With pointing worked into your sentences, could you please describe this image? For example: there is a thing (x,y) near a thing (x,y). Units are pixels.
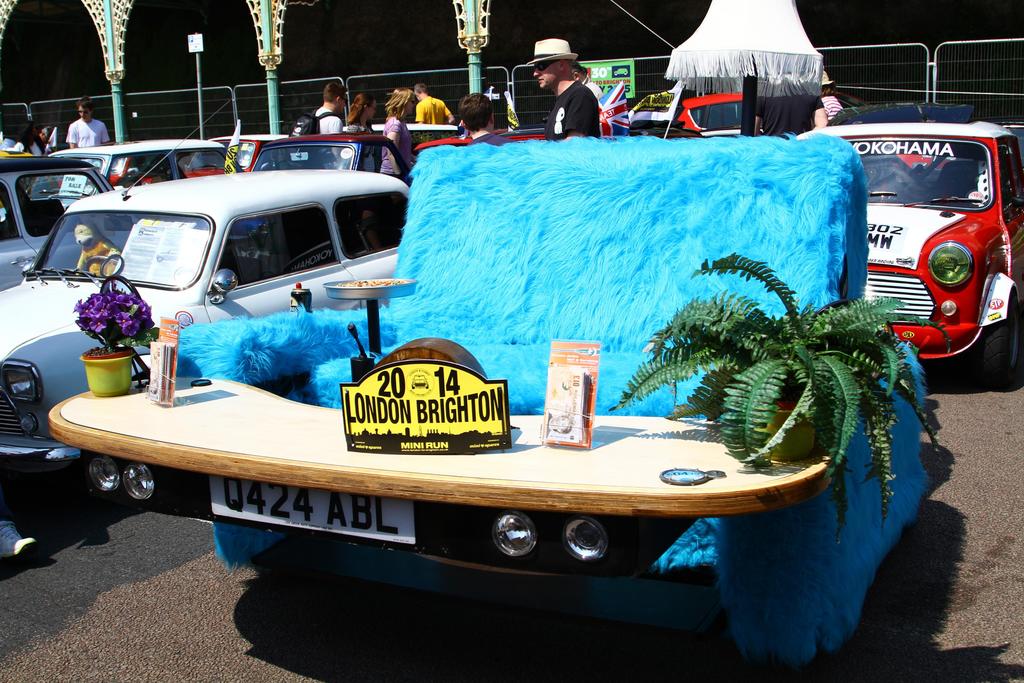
We can see sofa (616,365), in front of this sofa (622,331) we can see plants (773,390) with pots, boards (413,380) and some objects (551,373) on table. We can see persons (25,134) and vehicles (270,186). On the background (463,10) we can see fence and poles (473,35).
